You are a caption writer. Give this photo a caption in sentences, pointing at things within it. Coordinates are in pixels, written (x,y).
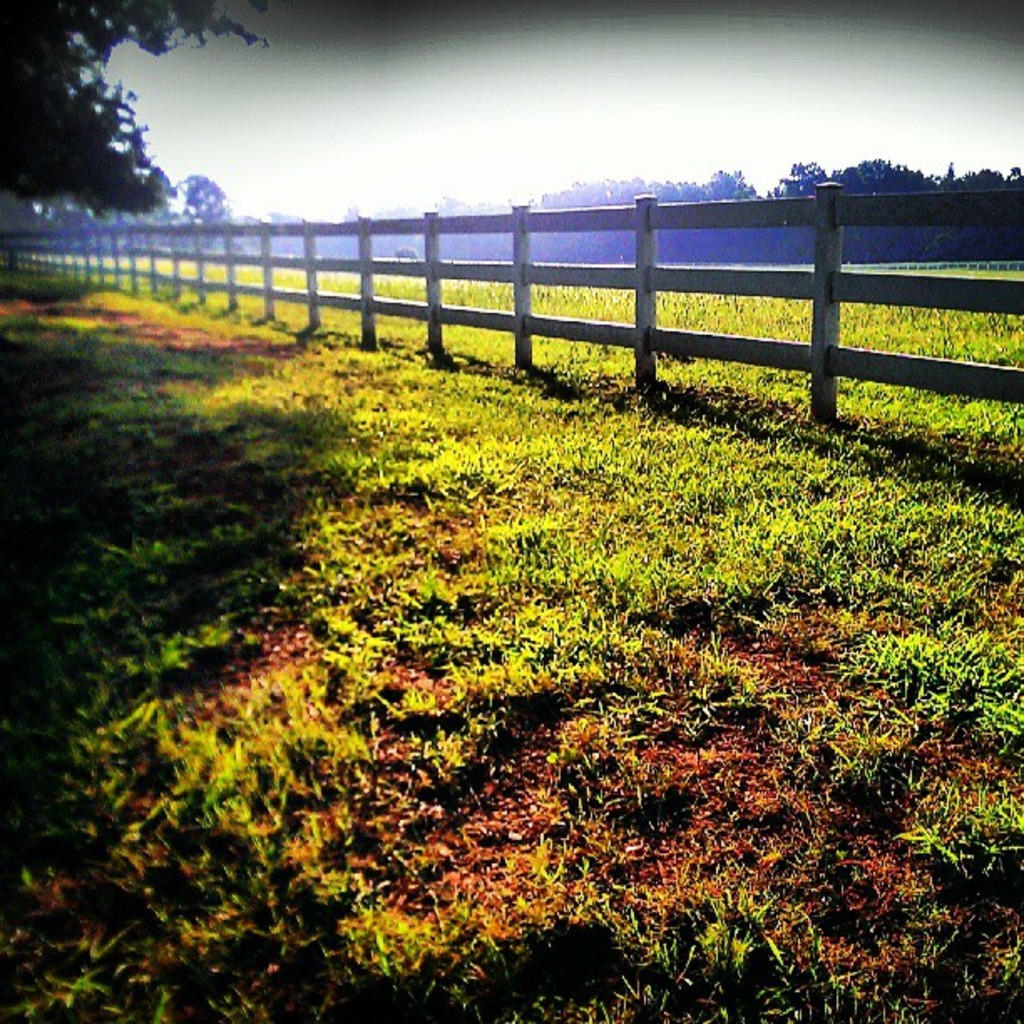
In the center of the image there is a white fence (553,332). At the bottom of the image (297,767) there is grass (521,614) on the surface (463,554). In the background of the image (447,236) there are trees (718,179) and sky (617,77).
